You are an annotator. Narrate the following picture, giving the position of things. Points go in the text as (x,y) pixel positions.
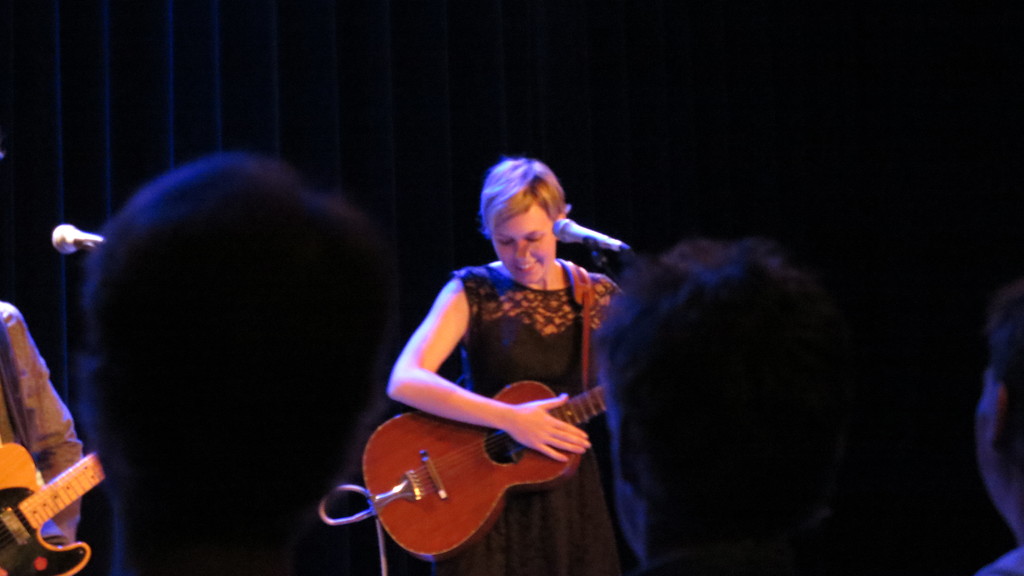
In this picture at the center (486,287) here we have a lady (521,420) at the center (534,381) with guitar (484,467), she is looking at this guitar (531,468). She wears black dress (540,330) and at the bottom left (58,452), here we have a person (48,482) who is also having some musical instrument (22,467) and here we have a microphone (570,233) ahead of this lady (546,234). Here seems audience (670,469), it seems like a musical concert. Background (795,103) here we have black color cloth (331,59).
